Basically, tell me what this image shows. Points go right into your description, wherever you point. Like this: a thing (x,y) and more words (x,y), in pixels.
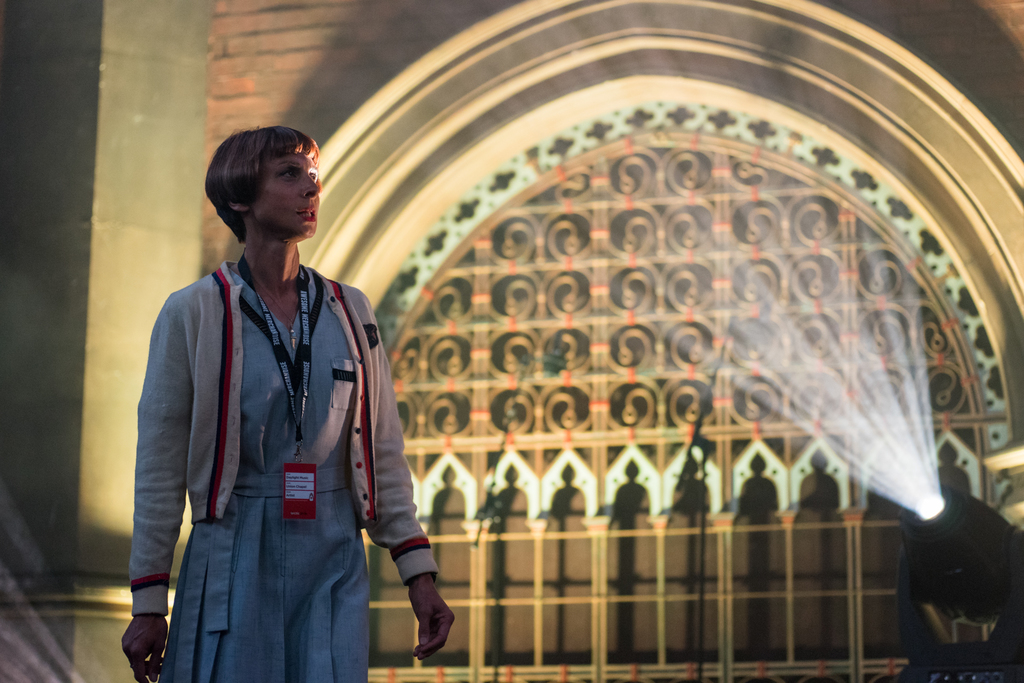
In front of the image there is a person (306,346) standing. On the right side of the image (997,586) there is a focus light (953,659). In the background of the image (693,304) there is a wall (212,53). There is a building (696,294).
